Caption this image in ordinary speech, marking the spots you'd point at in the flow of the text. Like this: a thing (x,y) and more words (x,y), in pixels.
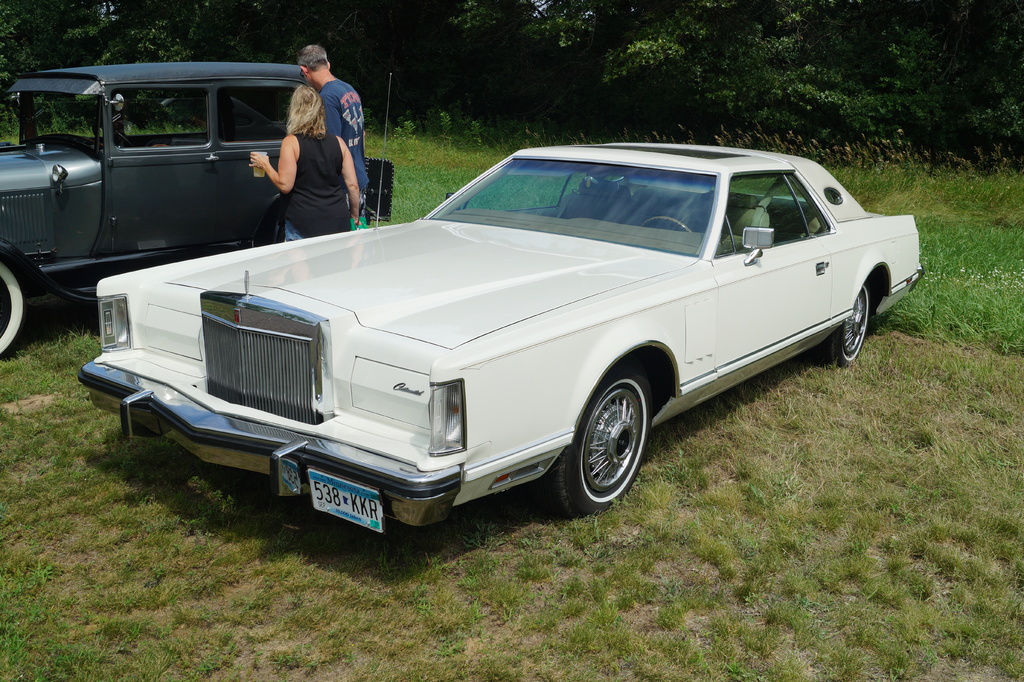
In this image we can see two vehicles (594,345) parked on the ground (649,452), two persons (344,148) are standing. One woman (320,184) is holding a glass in her hand (257,162). In the background (171,50), we can see a group of trees (672,39) and grass (950,263).
